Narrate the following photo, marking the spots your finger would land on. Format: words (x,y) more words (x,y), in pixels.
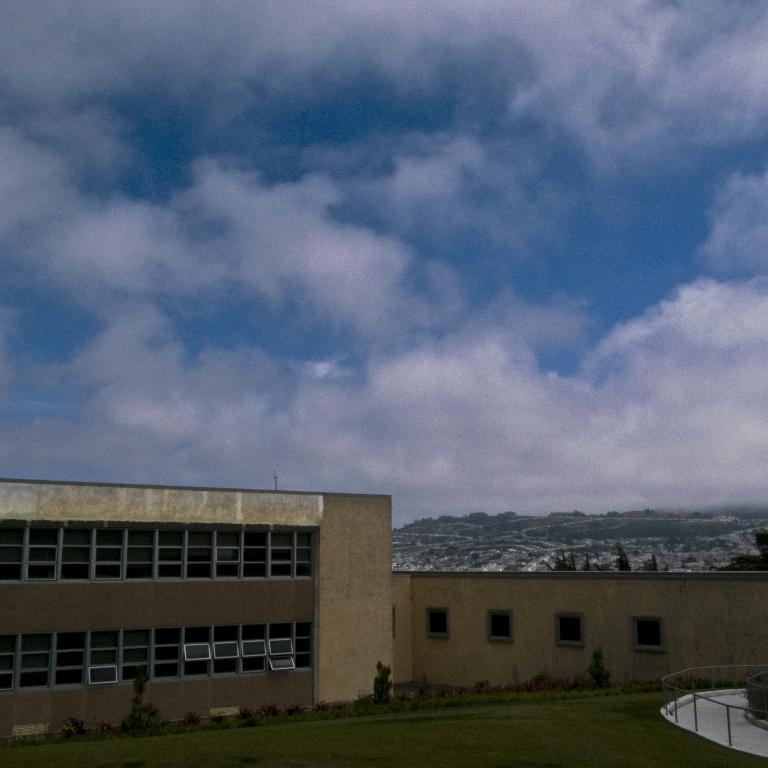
This is the picture of a building (517,645). In this image there is a building (321,578). On the right side of the image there is a railing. At the back (524,561) there are trees (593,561) and buildings (636,549). At the top (539,255) there is sky (562,264) and there are clouds (364,399). At the bottom (330,751) there is grass (395,759).
